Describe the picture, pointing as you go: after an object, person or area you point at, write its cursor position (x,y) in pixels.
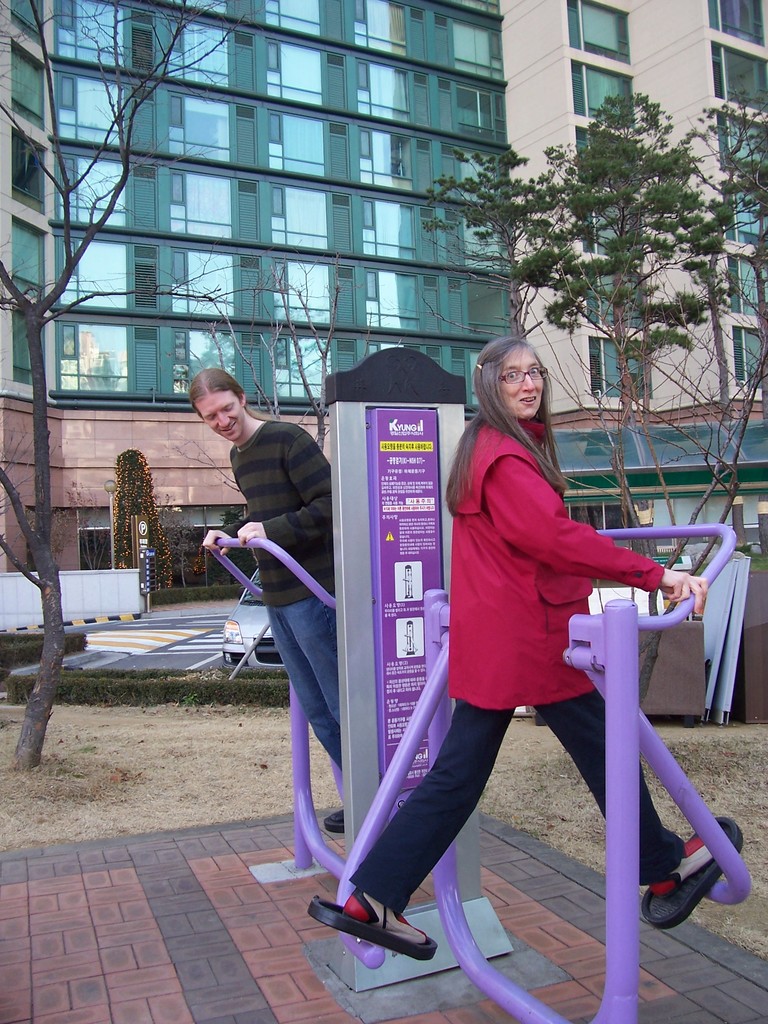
In this image I can see two persons (457,681) are standing on an object (439,730). In the background (305,299) I can see buildings (290,223), trees (544,242) and other objects (247,660) on the ground (521,846).
